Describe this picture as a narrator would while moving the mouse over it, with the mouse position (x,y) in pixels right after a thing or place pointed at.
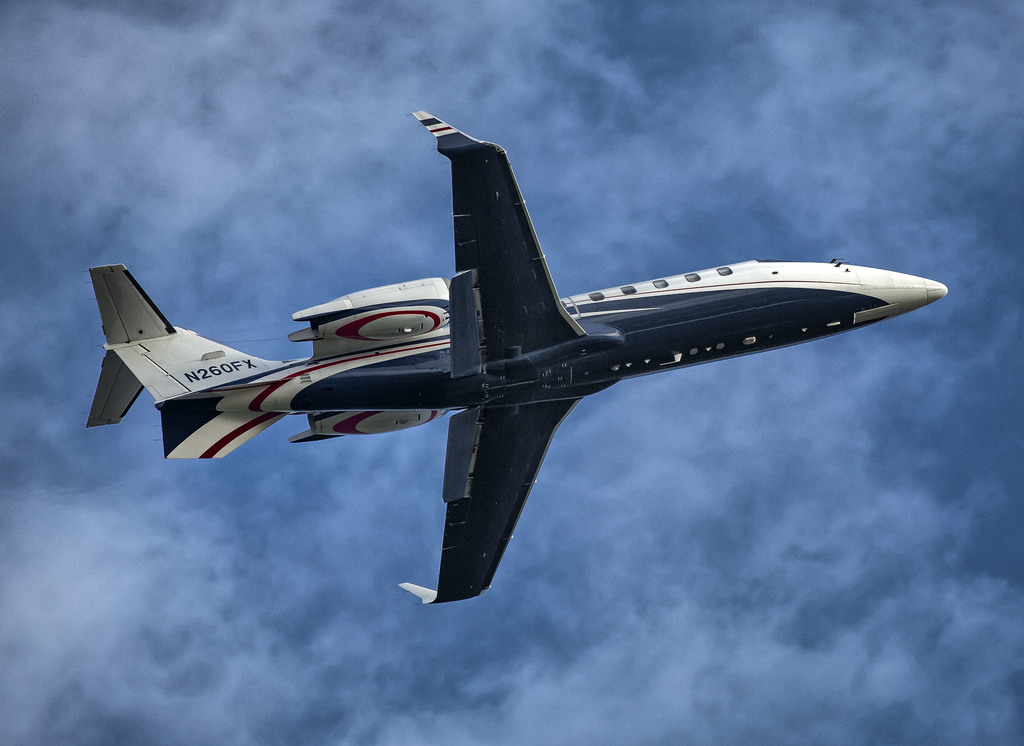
In the center of the image (379,432) there is a aeroplane (806,266). In the background of the image (690,68) there is sky (179,54).
